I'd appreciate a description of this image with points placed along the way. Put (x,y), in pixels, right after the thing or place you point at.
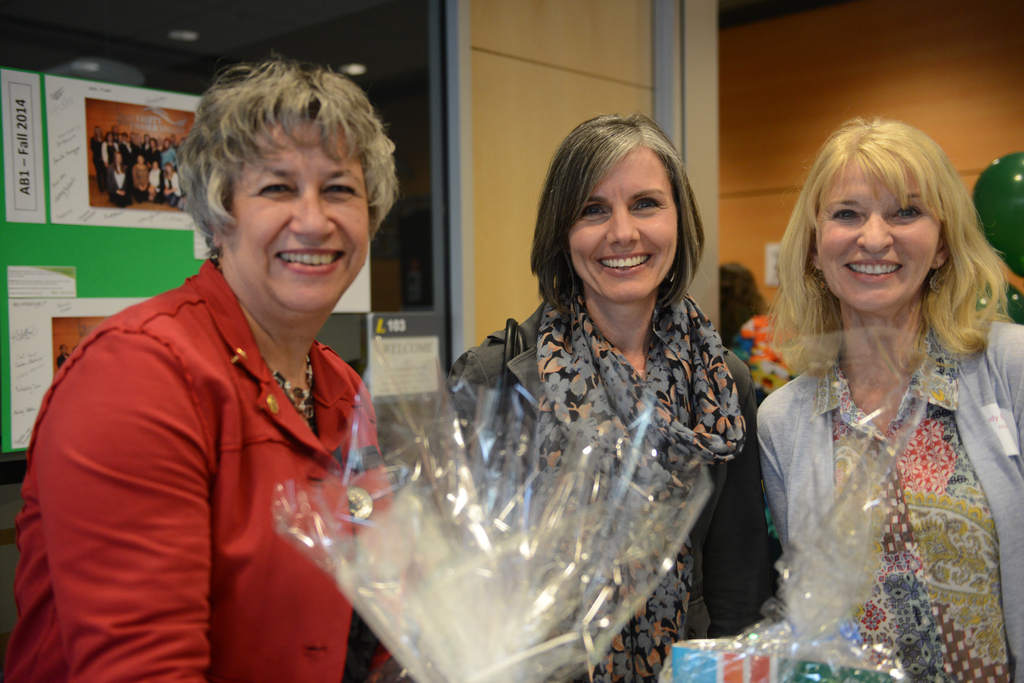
In this picture we can see three women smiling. There is some text (21,173), numbers (20,105), images (101,165) of a few people (105,179) and a few things (33,306) on the boards (375,325). We can see the lights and other objects (434,424).
